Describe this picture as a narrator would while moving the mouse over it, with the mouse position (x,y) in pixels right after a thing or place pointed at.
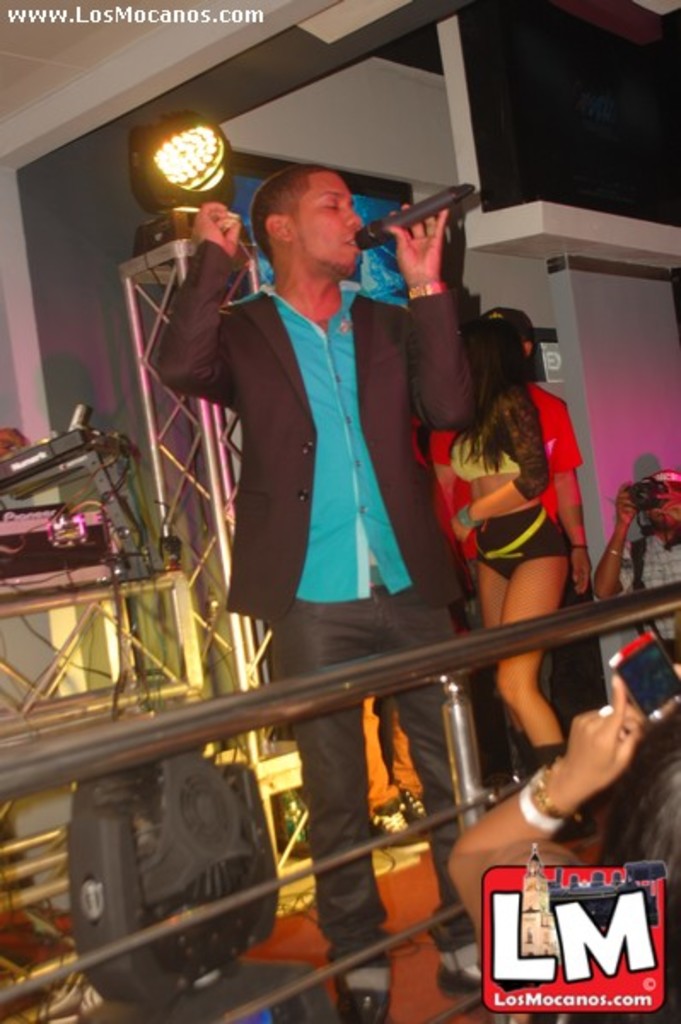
In this image in the center (409,426) there is one man (292,392) who is standing and he is holding a mike (365,234) it seems that he is singing, and on the right side (515,562) there are some people (584,721) two of them are dancing and two of them are holding cameras (637,650) and clicking pictures. In the background (436,122) there is a wall (475,294), lights (183,143), speakers (79,514) and some wires (124,665). At the bottom (175,827) there is one speaker (233,808) and a fence (466,820) and in the background (249,117) there is a wall (302,103), and on the top (81,54) there is ceiling (86,49).
